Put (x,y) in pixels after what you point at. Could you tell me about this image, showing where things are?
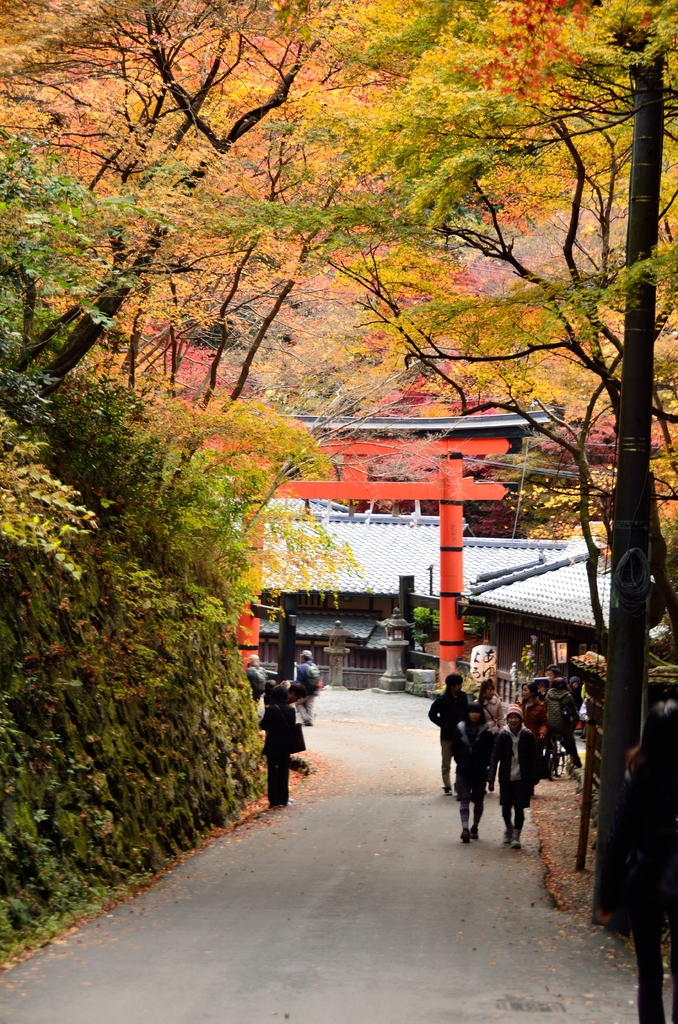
In this image I can see trees (275,568), buildings (363,579) and people (537,721) walking on the road (497,807). I can also see poles (608,819) and some other objects (474,648) beside the road (278,887).
